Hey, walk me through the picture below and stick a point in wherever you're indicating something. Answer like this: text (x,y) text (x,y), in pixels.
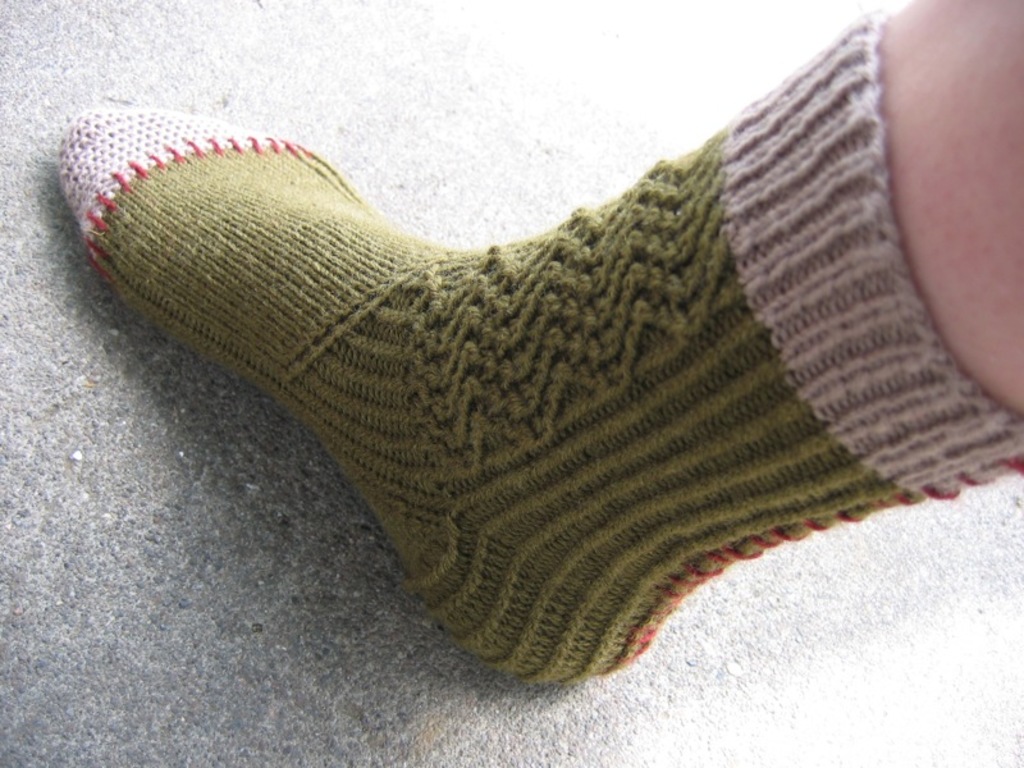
In this image we can see a person (751,299) wearing a sock (579,323).
